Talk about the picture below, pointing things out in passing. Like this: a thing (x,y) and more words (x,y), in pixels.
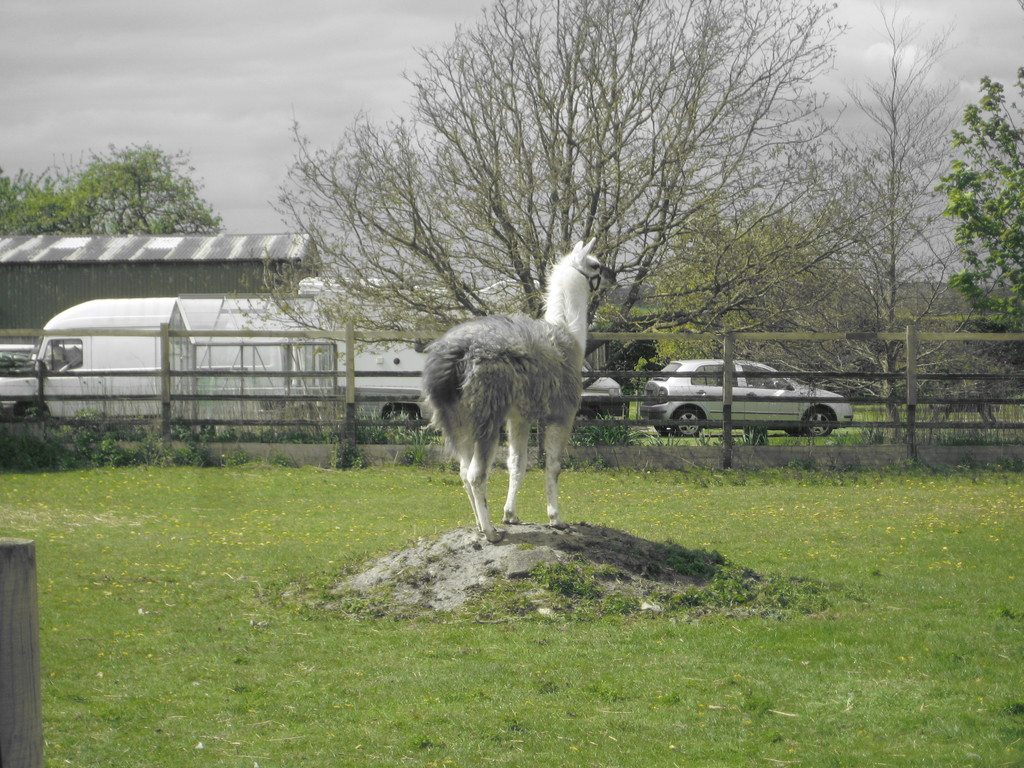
This picture is clicked outside. In the center (522,351) there is an animal (480,362) standing on the rock (566,528) and we can see the ground (744,478) is covered with the green grass (216,573). In the center (382,341) there is a fence (920,455) and some vehicles (709,379) seems to be parked on the ground (917,518). In the background (517,19) there is a cabin (106,245), sky (118,64) and the trees (917,136).
